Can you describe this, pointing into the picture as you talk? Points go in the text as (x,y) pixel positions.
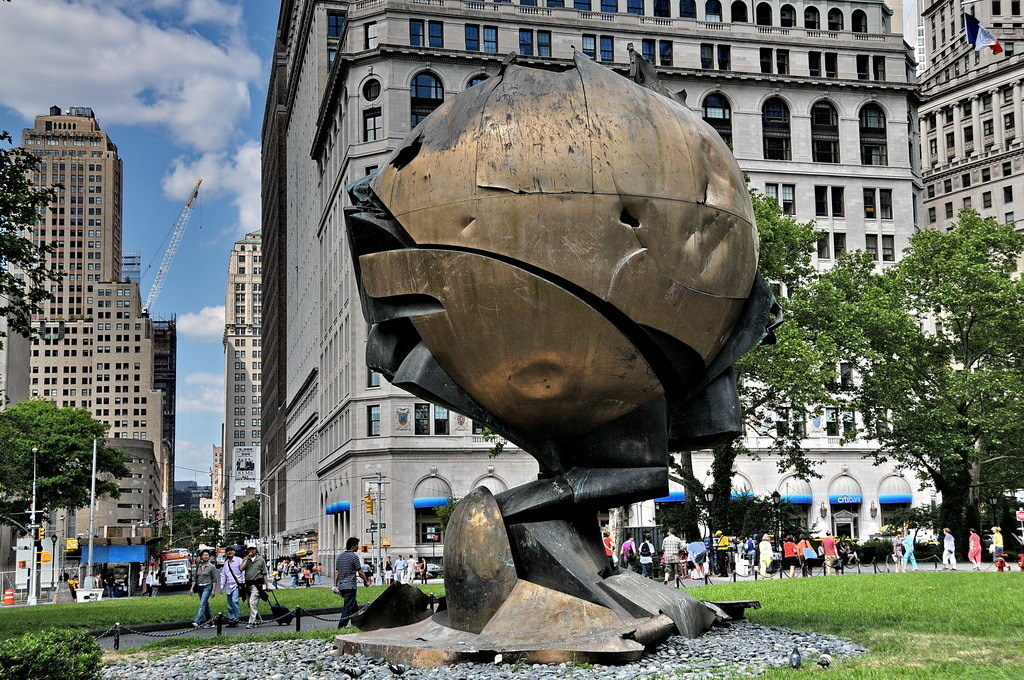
In the image there is a statue (547,345) in the front (549,415) with grassland (816,600) behind it and trees (17,440) on it, over the background (403,32) there are buildings (348,364) on either side with people (341,586) in front of it walking on the road (182,589) and above its sky (199,247) with clouds (194,174).
